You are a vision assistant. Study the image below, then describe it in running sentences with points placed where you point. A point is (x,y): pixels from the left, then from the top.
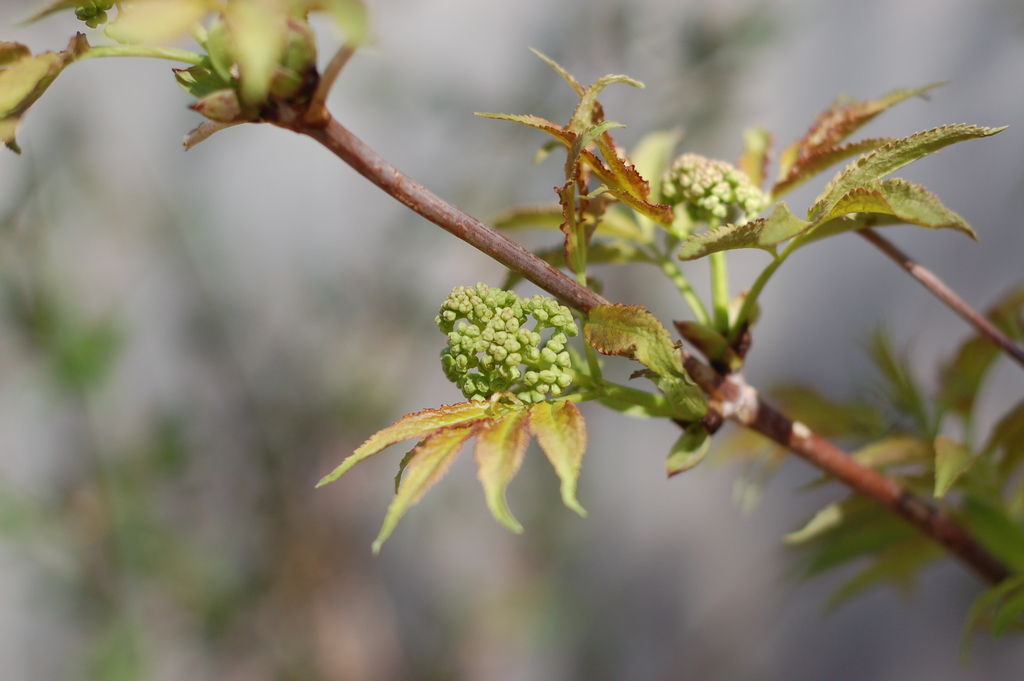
In this picture we can see plants (898,202) and in the background (287,228) it is blurry.
